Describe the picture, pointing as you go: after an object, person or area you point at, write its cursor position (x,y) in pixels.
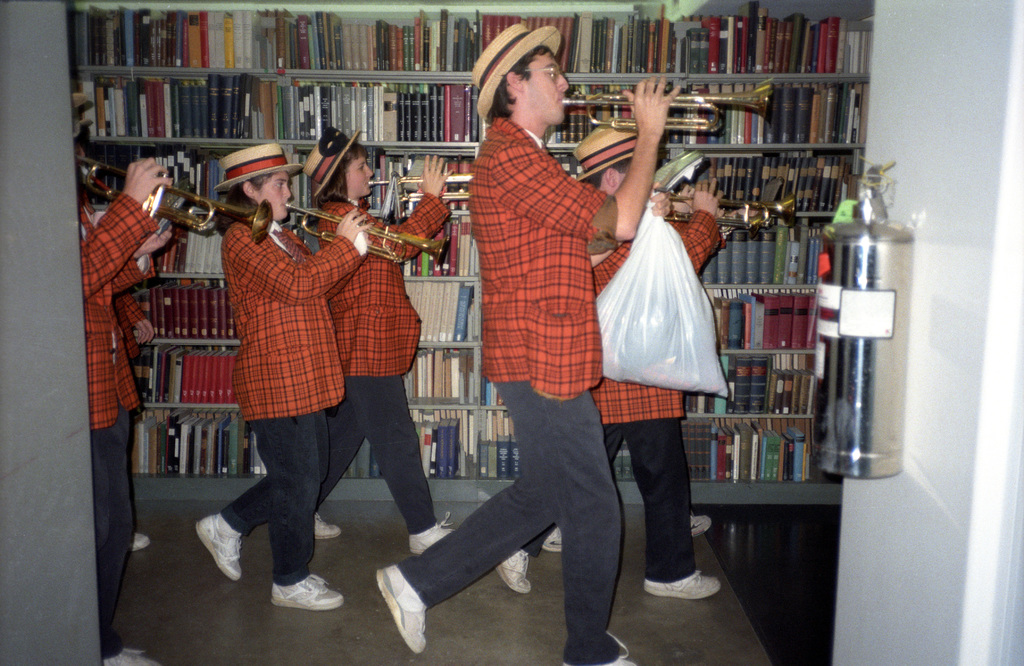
In this image we can see people (389,291) are walking by playing musical instrument (369,233), they are wearing red color jacket (537,308) with jeans (544,515). Background of the image (204,332) book rack (279,73) is there. Right side of the image (931,530) one silver color container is attached to the white color wall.
